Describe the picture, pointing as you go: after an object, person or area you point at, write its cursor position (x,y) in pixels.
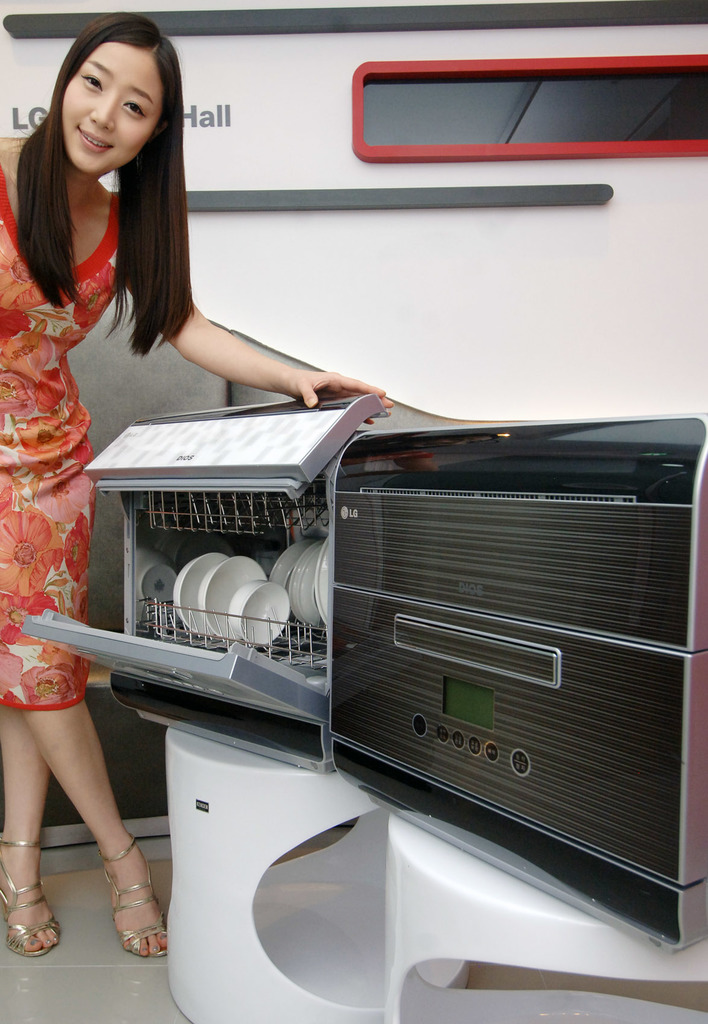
In this image we can see one woman (31,381) stand and holding an object (368,412). There are two small white tables (437,914) with two dish machines (197,628), there are some bowls (261,584) and plates (206,626) in one machine (289,503). Some text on the background (355,46) white wall (559,235) and one glass window (379,122).
